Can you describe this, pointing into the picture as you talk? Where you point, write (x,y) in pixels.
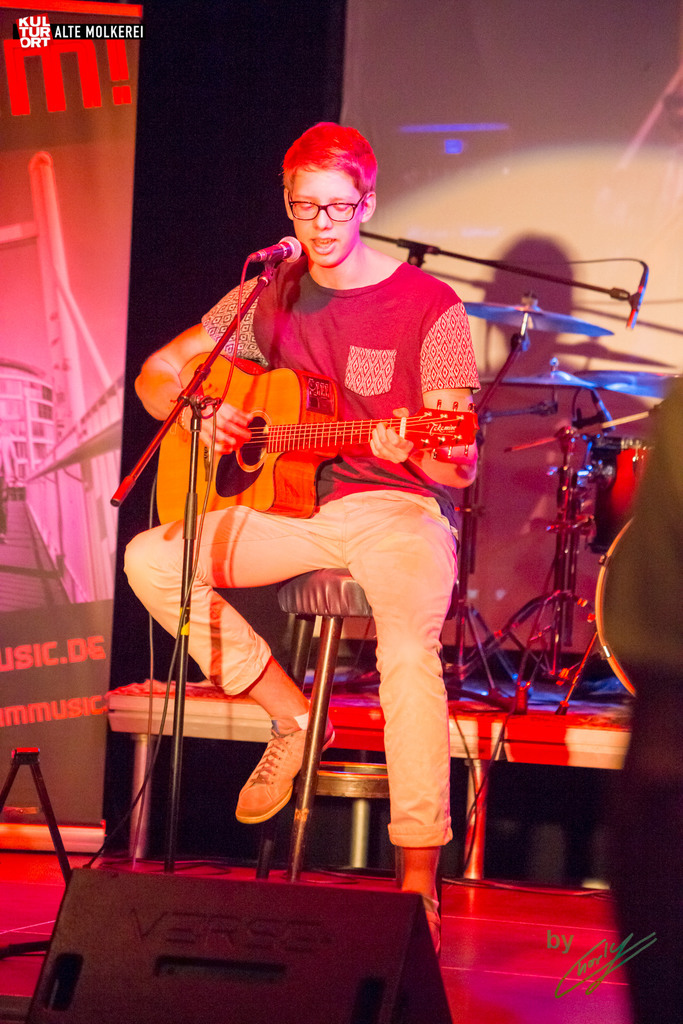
A man (396,684) is sitting on the stool (311,575) playing the guitar (298,494) and also singing.
